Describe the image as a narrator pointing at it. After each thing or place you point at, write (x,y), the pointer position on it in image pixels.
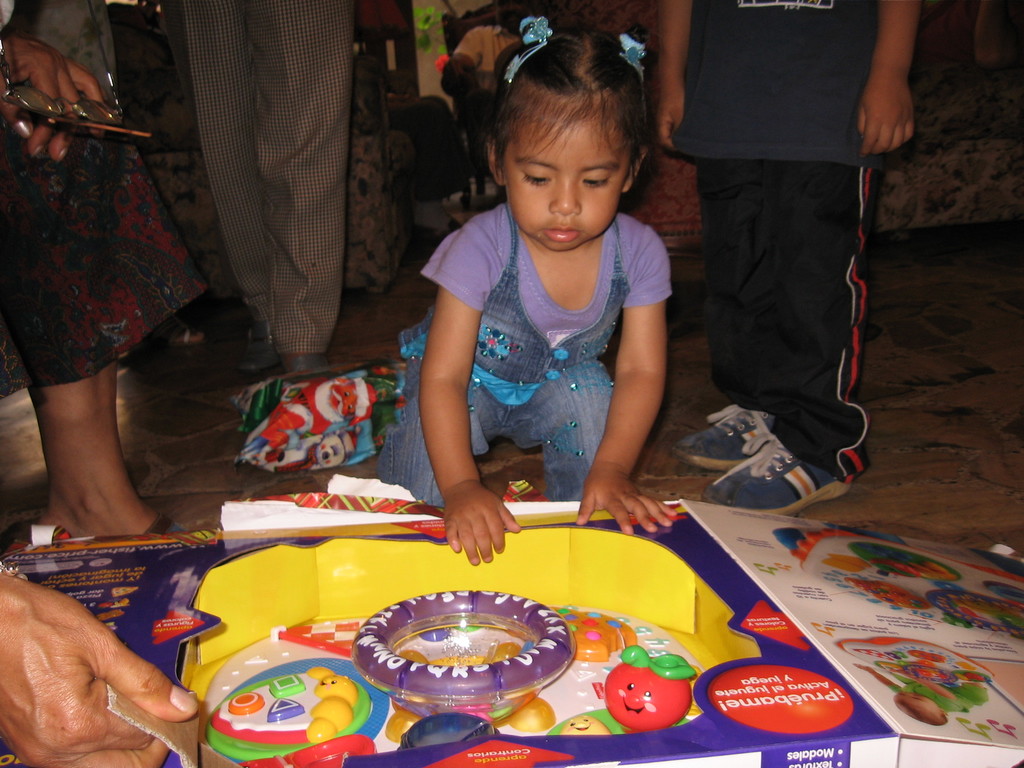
In this picture we can see few people (535,161), in the middle of the image (462,325) we can see a girl (585,165), in front of her we can see a box (521,527) and few toys (414,607), in the background (924,154) we can see a sofa (910,171).
